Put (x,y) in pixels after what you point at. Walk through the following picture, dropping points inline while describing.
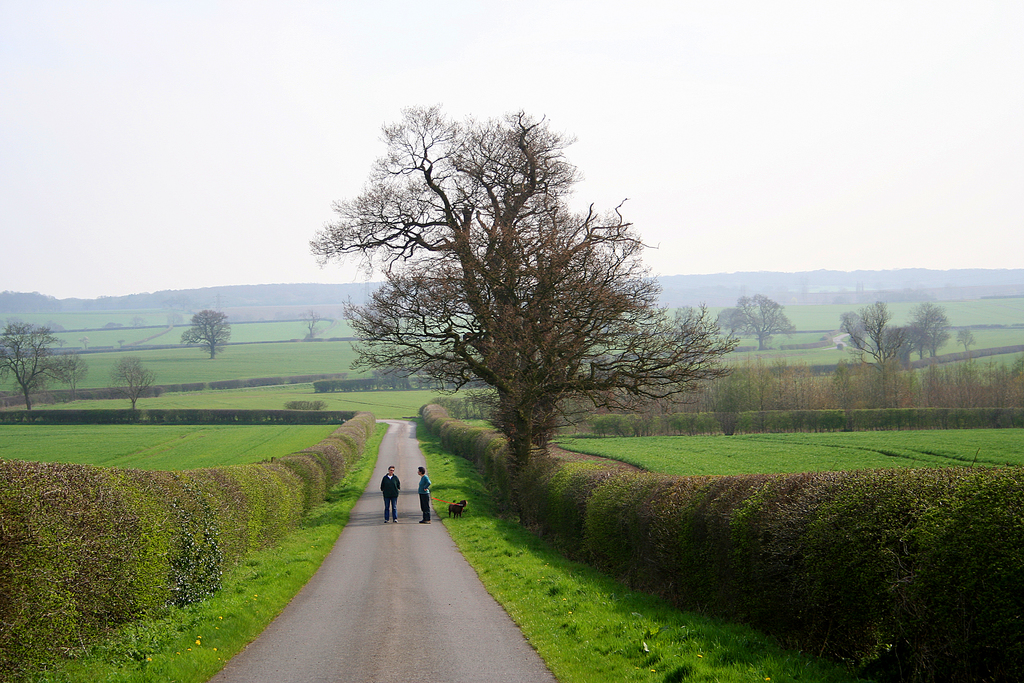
In this image I can see two persons (428,491) standing on the road (377,511) and an animal (461,512) standing on the grass (483,525). I can see few trees (236,527) on both sides of the road (368,530) and I can see some grass (512,578). In the background (130,367) I can see few trees (82,379), some grass (269,330) and the sky (279,157).
